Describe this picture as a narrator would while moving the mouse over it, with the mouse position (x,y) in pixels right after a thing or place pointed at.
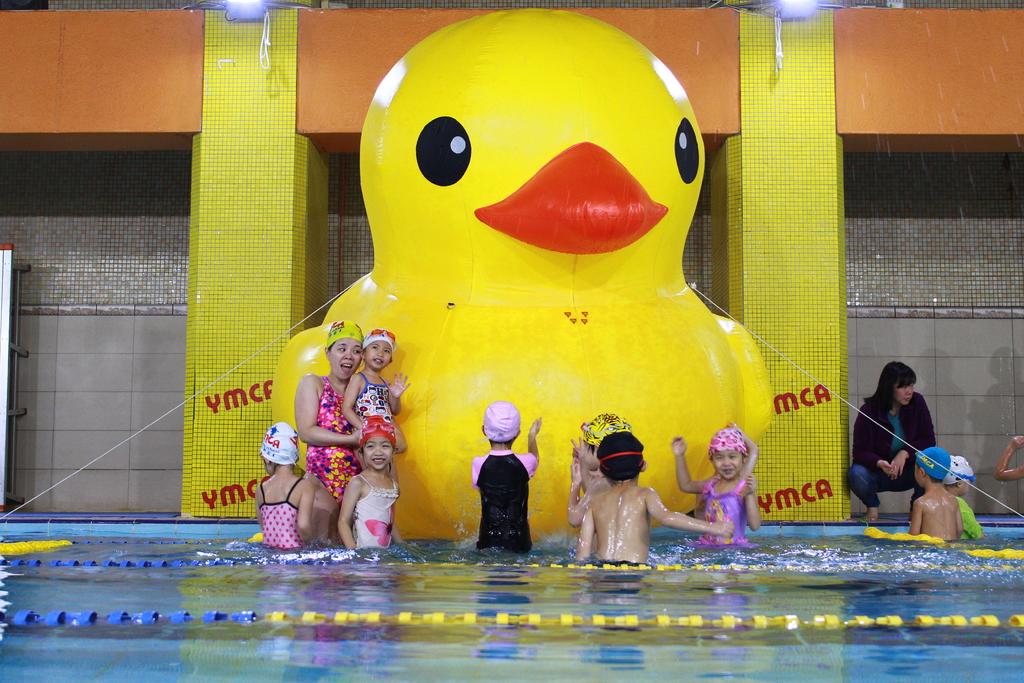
In this image we can see a few people (610,480), some of them are in the swimming pool (215,654), there is a balloon (480,261), ropes (304,615), there are pillars (266,235), lights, also we can see the wall (990,439).
